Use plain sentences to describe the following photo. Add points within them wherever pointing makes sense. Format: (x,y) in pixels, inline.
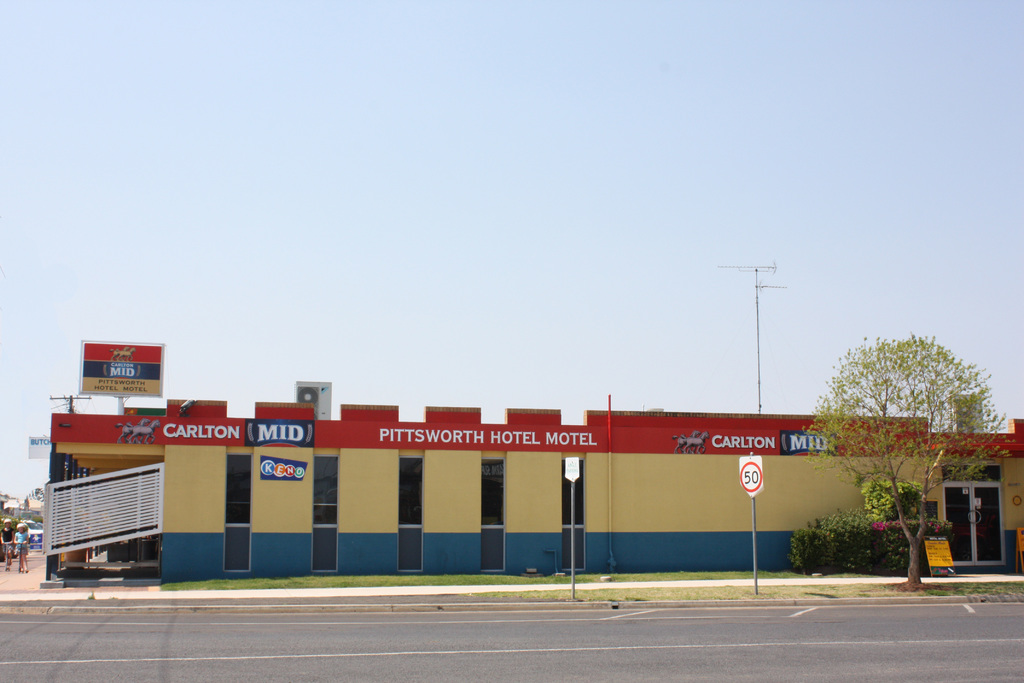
In this picture I can see a hotel (627,502), there are plants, tree (830,458), boards (727,435), poles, two persons (16,542) standing, road (236,614), and in the background (474,220) there is sky (403,198).
